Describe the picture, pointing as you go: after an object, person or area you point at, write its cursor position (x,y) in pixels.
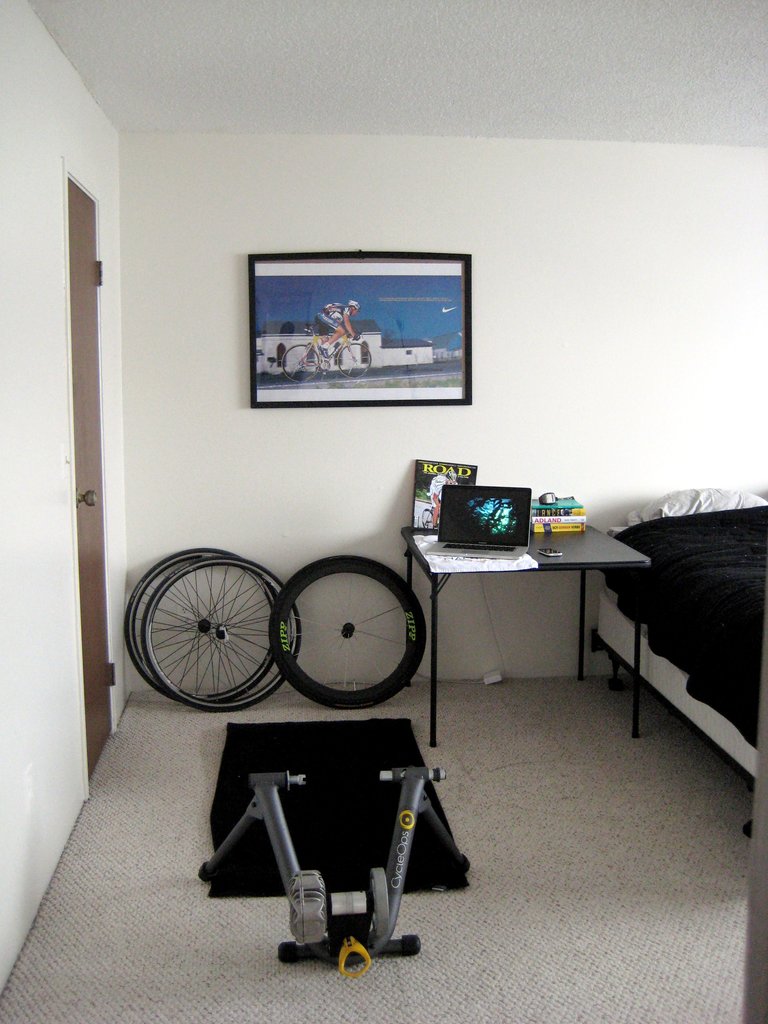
A picture of a room (569,839). A painting (435,335) is on wall (338,234). In-front of this wall (247,441) there are wheels (309,591). On floor (475,849) there is a gym equipment (294,878). On the right side of the image (614,600) we can able to see bed (754,624) with pillow (723,505). Beside this bed (659,539) there is a table (537,534), on this table (536,549) there is a laptop (483,518), book (445,477), mobile (550,549) and paper (499,563). Beside this wheel's (208,607) there is a door (88,515) with handle (90,493).
